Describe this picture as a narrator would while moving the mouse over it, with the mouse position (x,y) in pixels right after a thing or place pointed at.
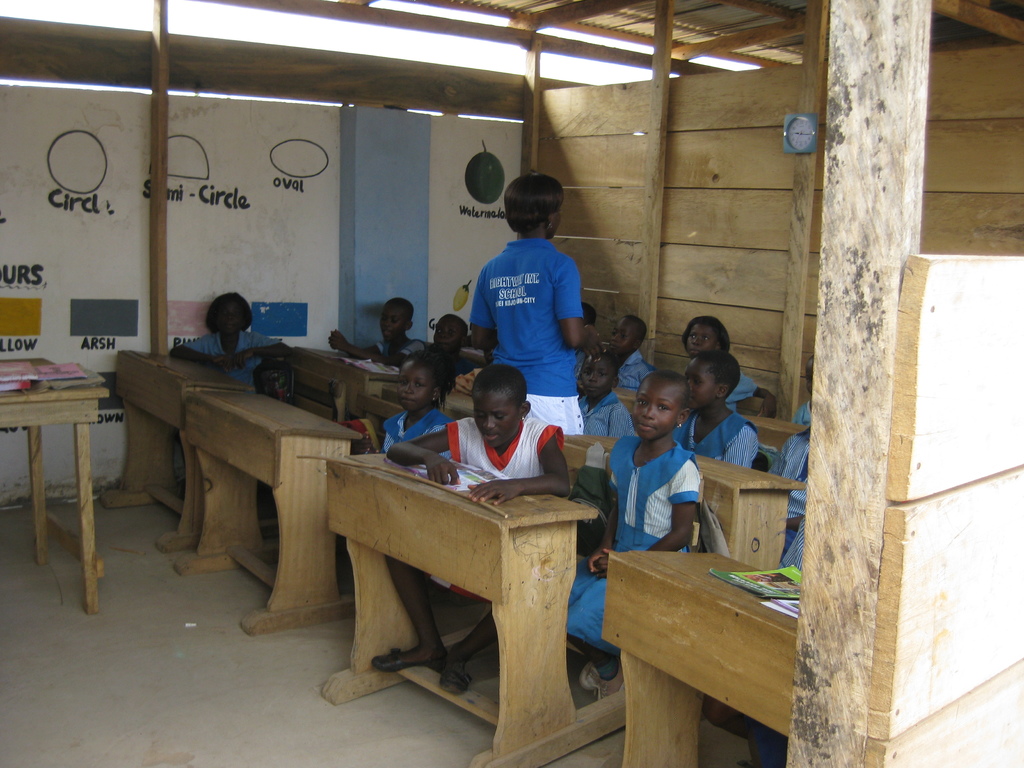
These are few people (526,434) who are sitting on a wooden chairs (456,396). Here we can see a woman (581,298) standing in the middle (533,376). This is a wooden table (59,420) where books (18,389) are kept on it.
